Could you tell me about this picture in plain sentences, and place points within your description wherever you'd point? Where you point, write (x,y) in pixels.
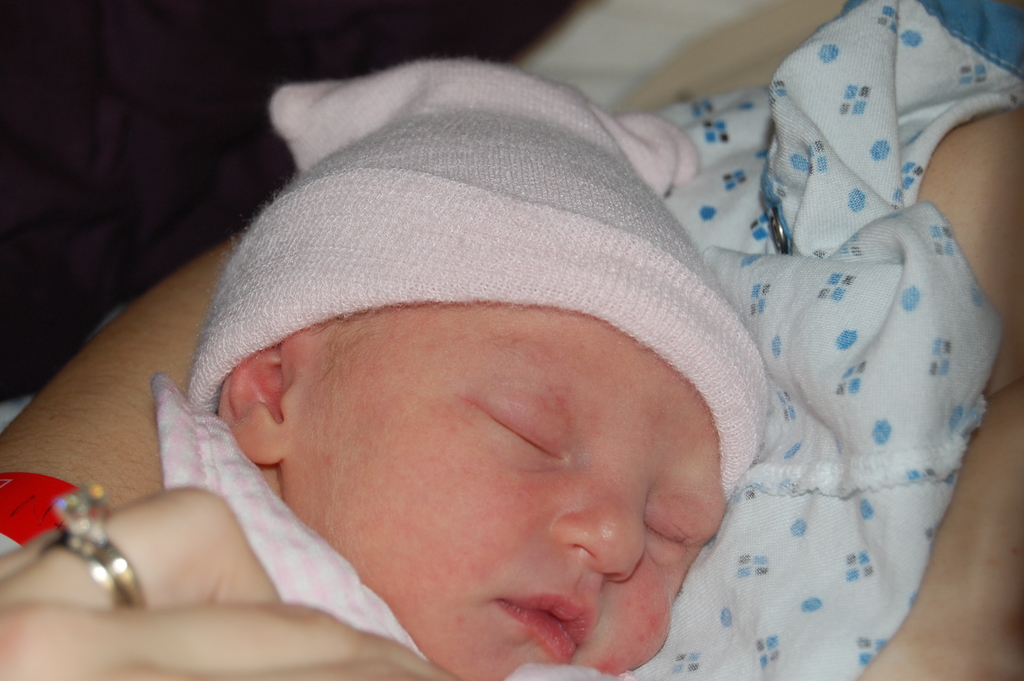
Here in this picture we can see a baby (476,450) laying over a place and we can see a cap (729,355) present on the baby's head (224,394) and in the front (129,580) we can see a ring (88,552) present on the finger (68,574) of a person (74,591).
